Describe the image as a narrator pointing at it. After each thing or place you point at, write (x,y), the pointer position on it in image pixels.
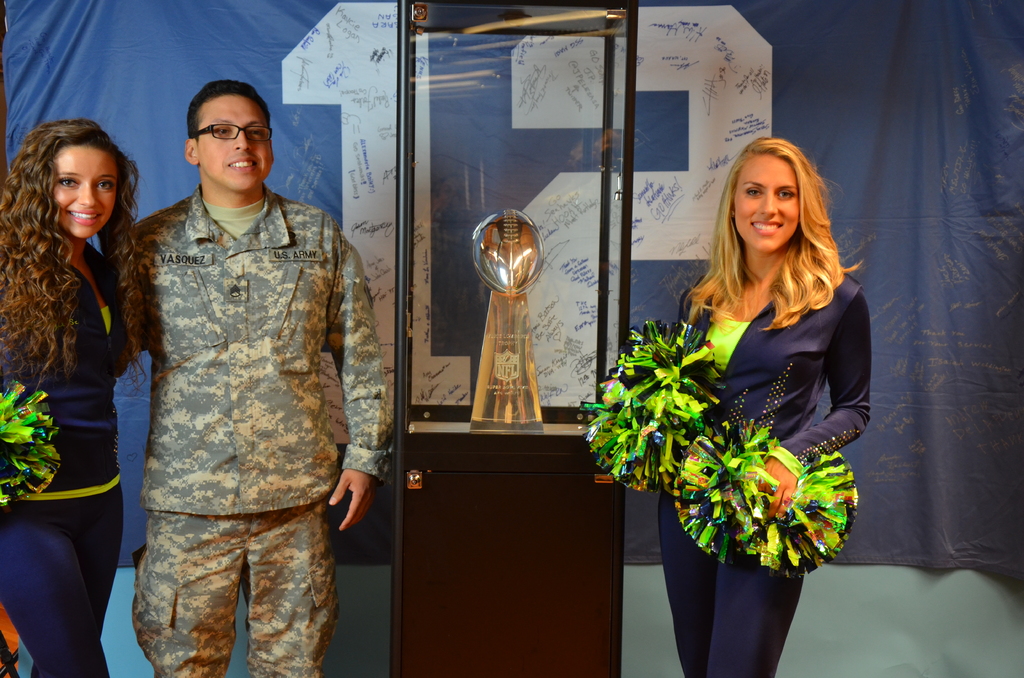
In this image there is a trophy (494,254) in the middle (487,271) which is kept in the glass box (509,130). Beside the trophy (500,278) there are three persons (767,347) who are posing for the picture. In the middle (352,352) there is an army officer (262,374). Beside him there is a girl (79,402) who is holding the pom-poms (28,415). In the background (189,55) there is a banner (210,54).
